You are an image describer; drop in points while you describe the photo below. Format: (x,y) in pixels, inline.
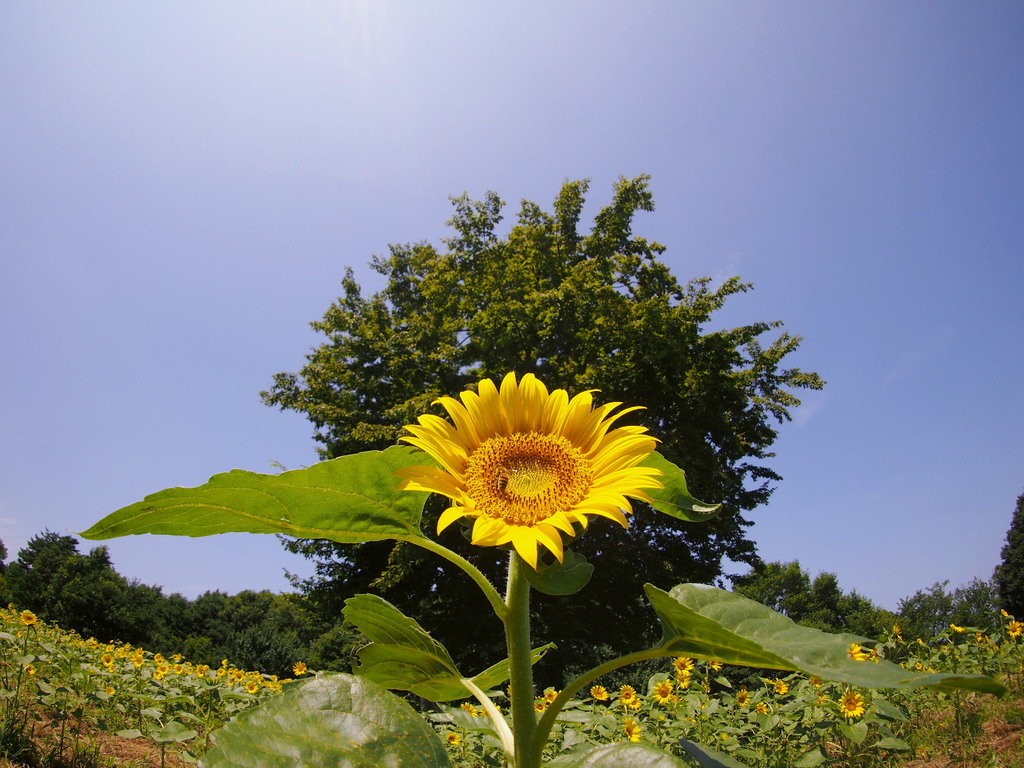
In this image we can see a sunflower farm (668,594), trees (607,297) and sky (825,269) in the background (808,266).
